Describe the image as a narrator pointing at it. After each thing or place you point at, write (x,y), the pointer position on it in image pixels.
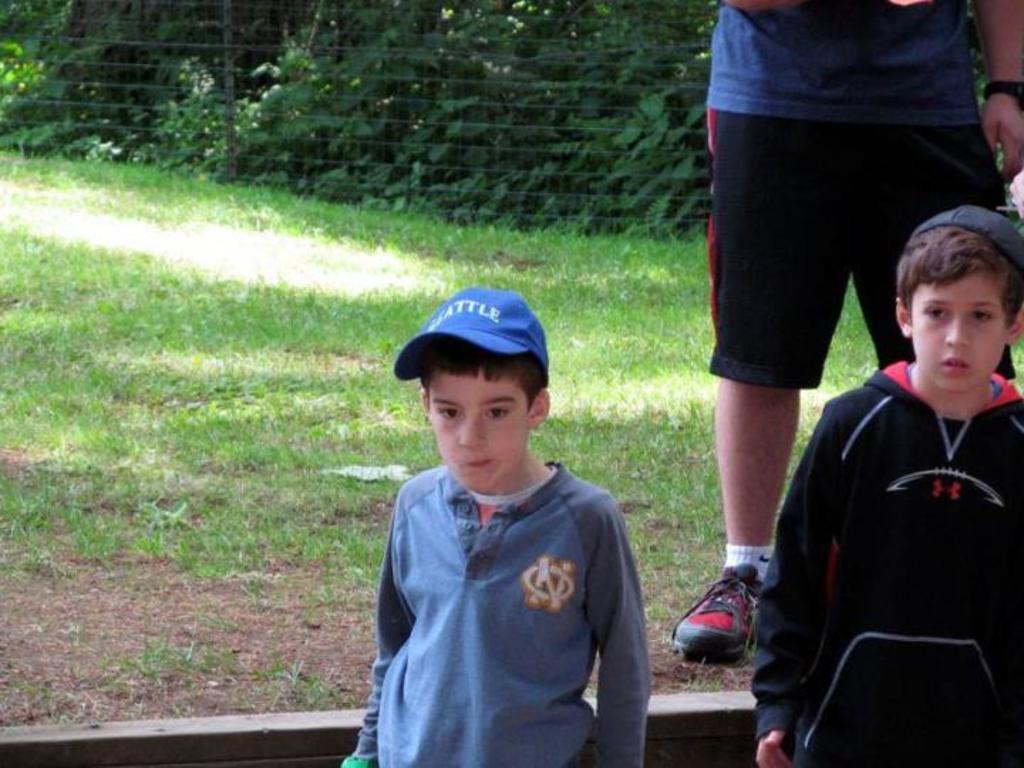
In this picture there is a boy (542,579) who is wearing cap (532,327) and t-shirt (424,628). Beside him there is another boy (917,429) who is wearing cap (1021,255) and black dress (995,603). Both of them was standing near to the wooden stick (718,761). On the right (793,386) there is a man (788,213) who is wearing t-shirt (813,50), short (870,181), watch (992,90) and shoe (753,593). In the background (93,93) i can see the trees (544,61), plants (458,60), grass (79,188) and fencing (230,75).
